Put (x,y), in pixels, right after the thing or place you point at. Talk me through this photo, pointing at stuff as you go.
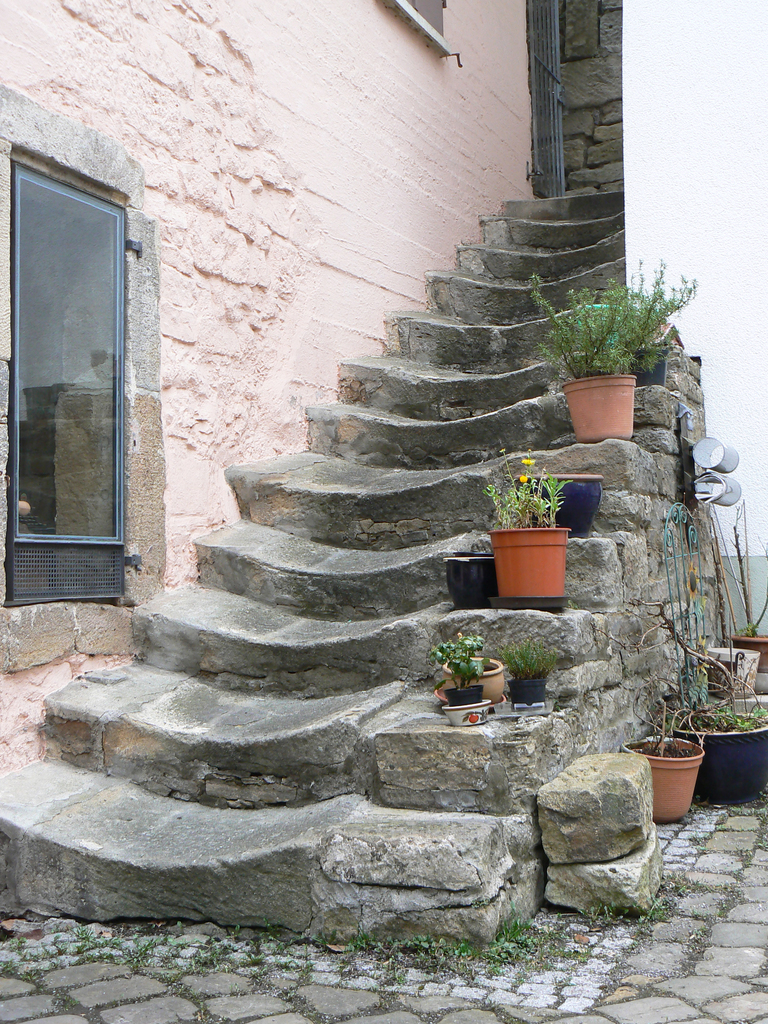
In this picture we can see some staircases (464,518), on which we can see some potted plants (534,544), side we can see window (94,288) to the wall (221,171).
